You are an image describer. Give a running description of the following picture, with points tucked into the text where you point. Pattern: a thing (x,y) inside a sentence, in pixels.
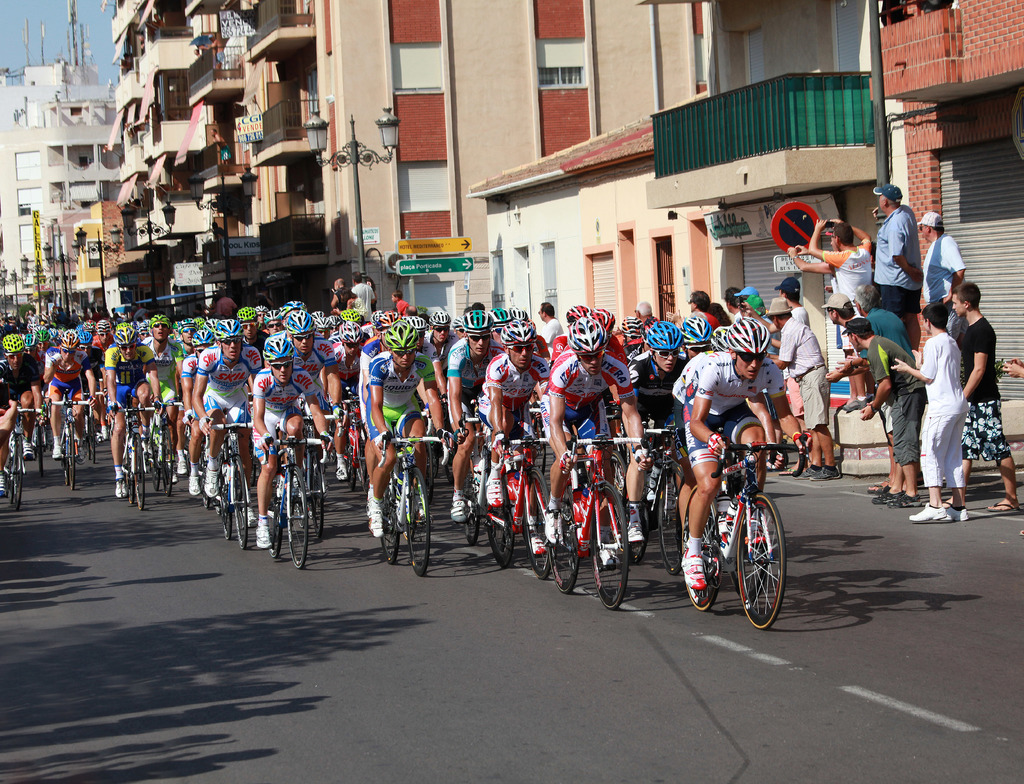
In this image we can see so many men (631,427) are riding bicycles (660,435) on the road (387,609). Right side of the image (907,351) people (900,365) are cheering and taking photographs. Behind them so many buildings (307,136) are there. The sky (49,30) is in blue color.
